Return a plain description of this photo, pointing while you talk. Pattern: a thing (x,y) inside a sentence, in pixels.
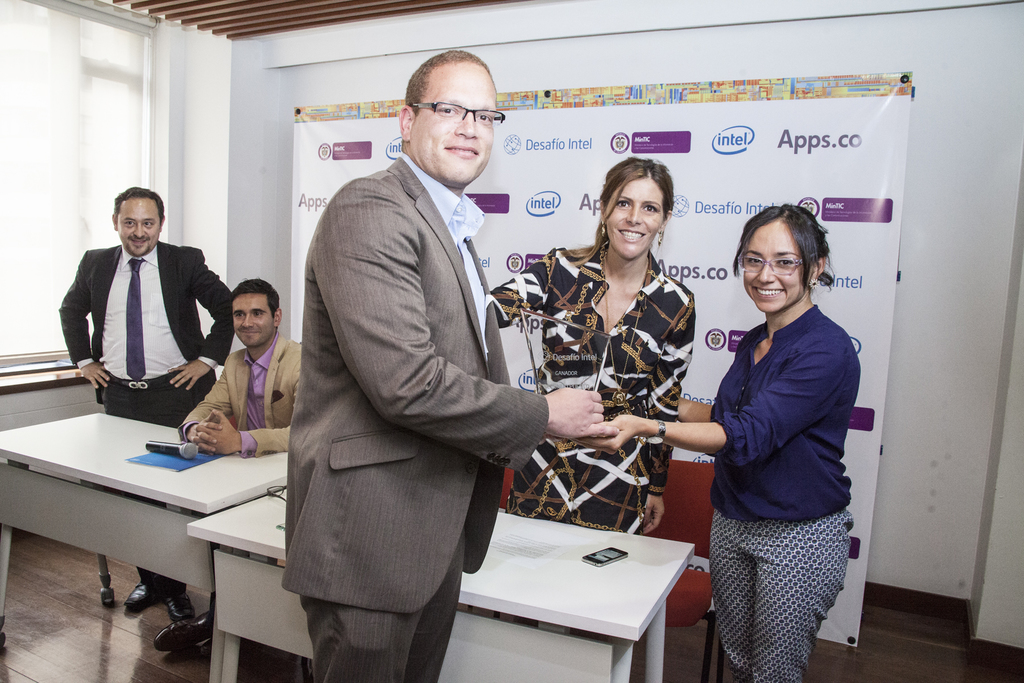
As we can see in the image there are few people (135,288) standing and one person (270,375) is sitting and there is a table (605,582) over here. On table (601,570) there is a mobile phone (609,560). Behind them there is banner (745,139) and white color wall (970,141).
